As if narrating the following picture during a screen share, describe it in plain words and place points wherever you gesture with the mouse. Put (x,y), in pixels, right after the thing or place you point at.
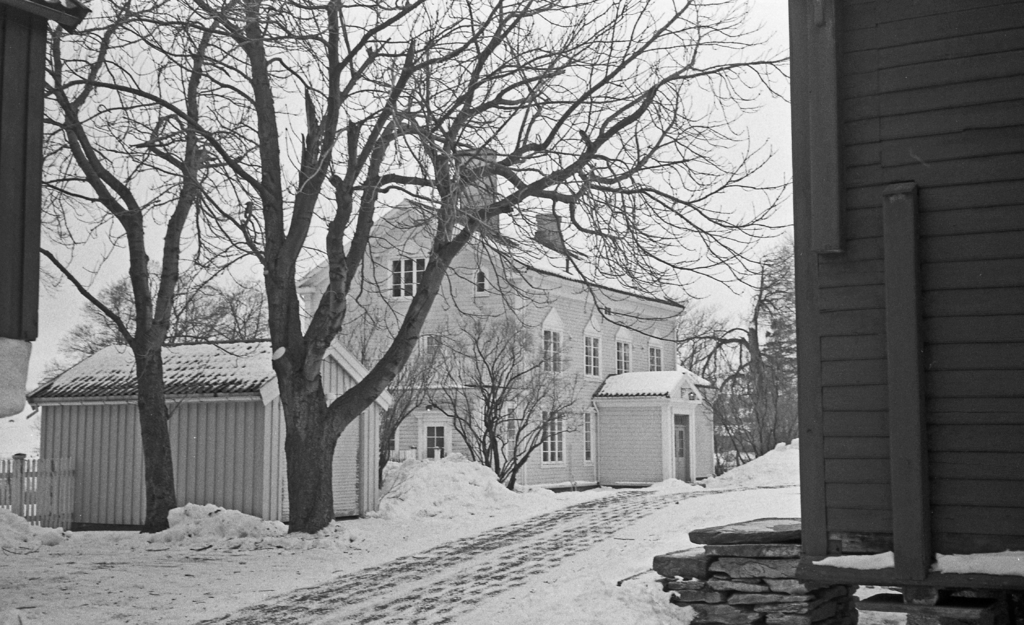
This is a black and white image. In this image we can see some buildings (378,494) with windows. We can also see some stones (723,569), a pathway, a fence (53,468), some trees (322,461), the snow (279,546) and the sky (746,90).
